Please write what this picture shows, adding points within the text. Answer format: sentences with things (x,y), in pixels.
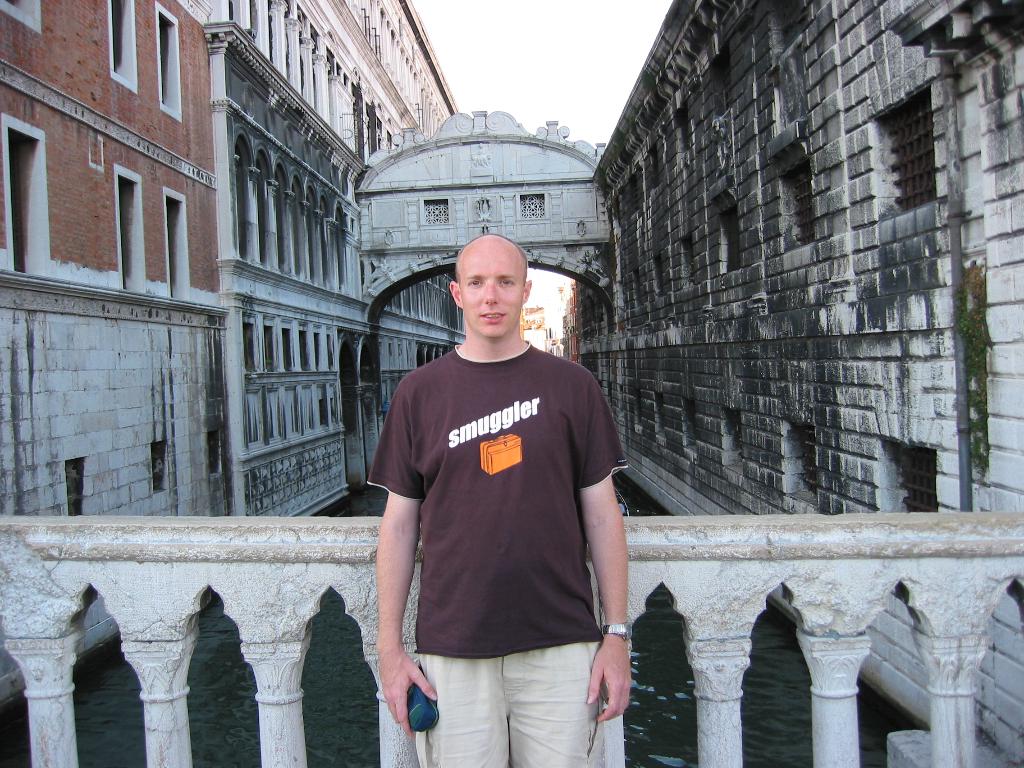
In this picture I see a man (445,554) in the front (491,450) who is standing and I see buildings (157,493) on the both sides and I see the water (221,629) in the middle of this picture (364,509) and I see the sky (528,66).
